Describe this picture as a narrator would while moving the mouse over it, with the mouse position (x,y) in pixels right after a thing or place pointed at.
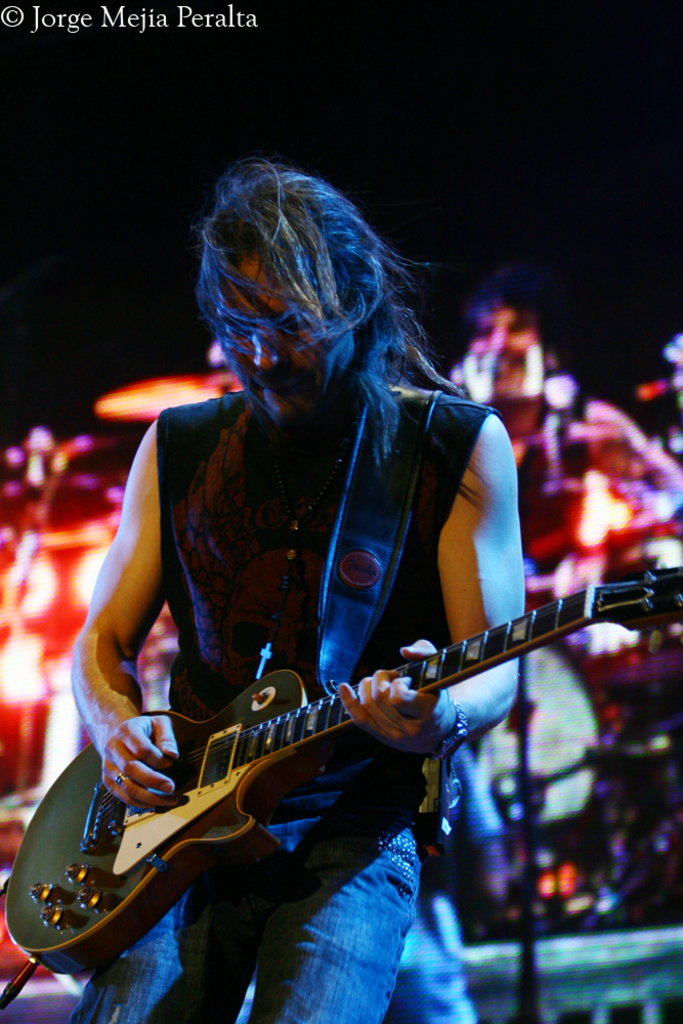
There is a person (278,480) in the picture holding a guitar (183,784) in his hands (355,717) and playing it. In the background (534,344) there is a person (519,363) sitting here.
